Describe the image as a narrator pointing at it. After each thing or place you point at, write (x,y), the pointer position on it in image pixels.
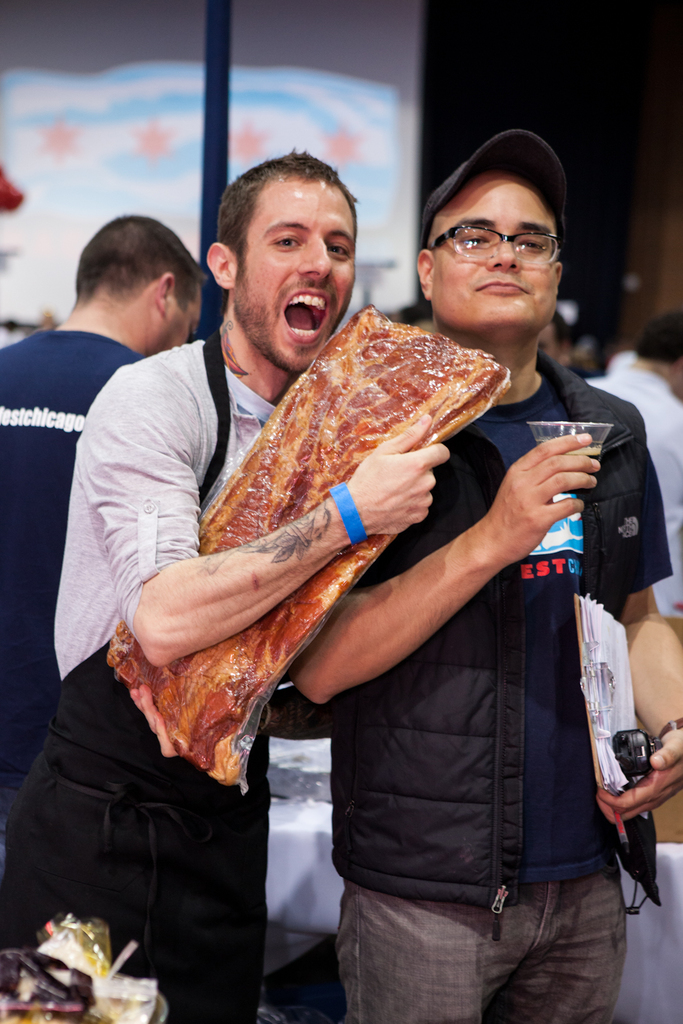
In this image we can see there are two people (384,601) standing together where one of them is holding meat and other one holding bowl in one hand (528,483) and pad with papers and camera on the other. Also there are so many people (666,368) standing in a group (27,381).
